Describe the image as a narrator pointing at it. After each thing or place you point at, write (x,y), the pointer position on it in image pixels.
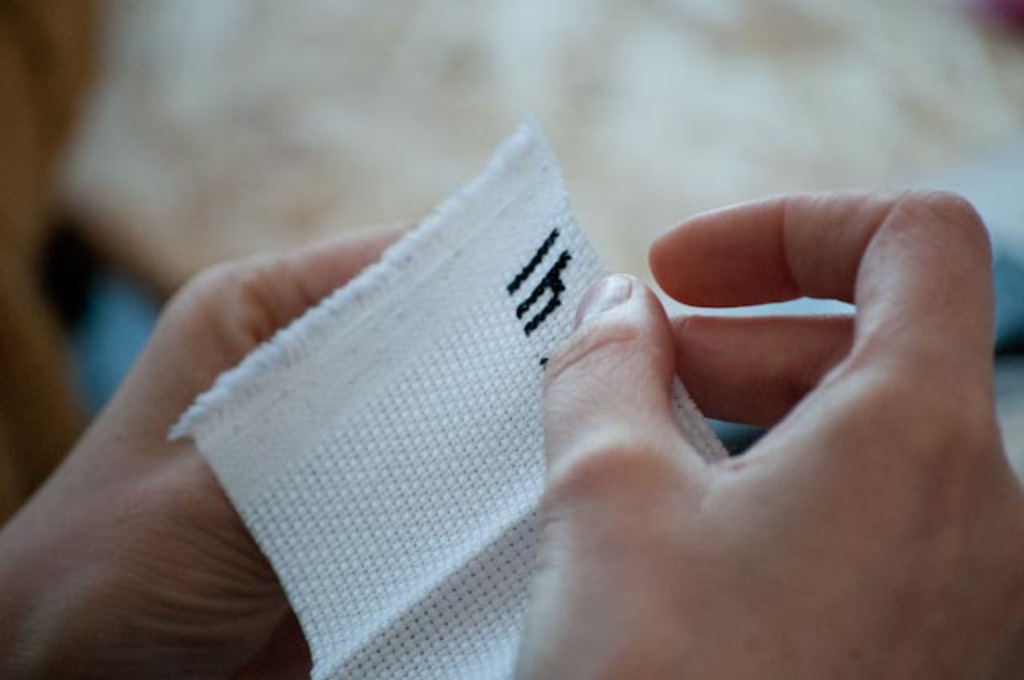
In this image I can see a person (300,262) is holding the white color cloth (491,377). Background (584,129) is blurred.
